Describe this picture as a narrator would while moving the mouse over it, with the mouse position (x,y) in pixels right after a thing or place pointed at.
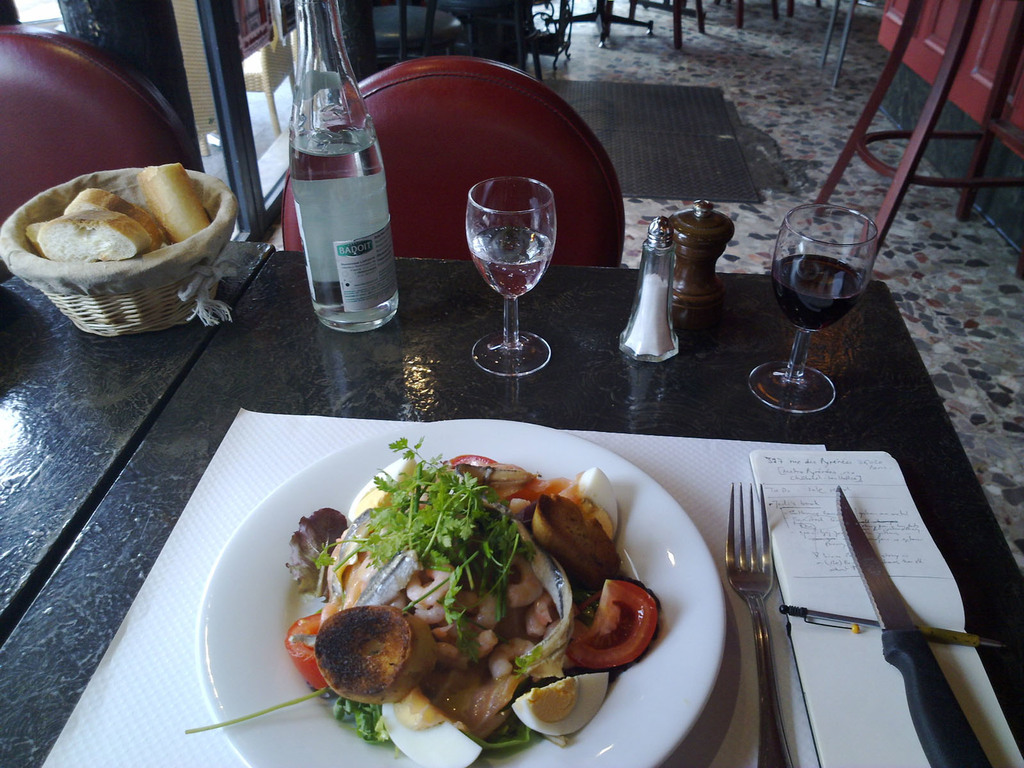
This picture shows a bottle (349,70) and a couple of wine glasses (786,263) and food (333,681) on a plate (619,485) and fork (738,578) and knife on the table (7,300) and we see couple of chairs (155,99).
